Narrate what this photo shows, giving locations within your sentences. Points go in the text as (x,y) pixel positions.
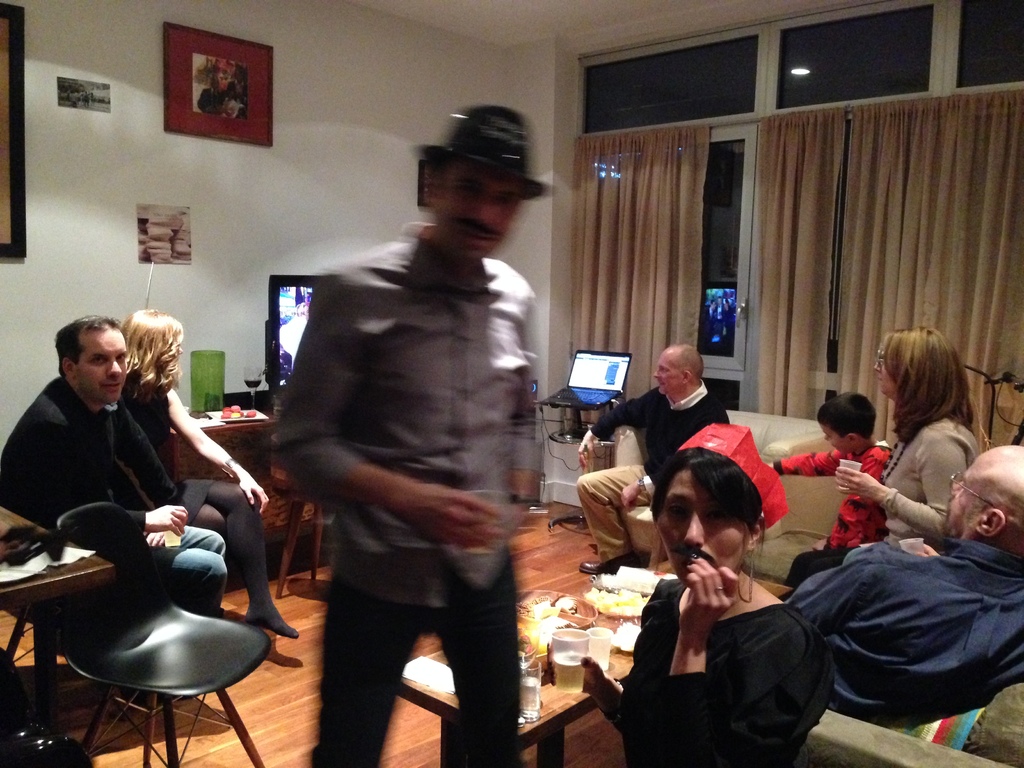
In this Image I see number of people (508,375) in which most of them are sitting on chairs (993,763) and this man (456,392) is standing, I can also see there is a table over here on which there are many things (559,643) on it. In the background (212,305) I see a television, a laptop (567,395), window (628,93), a curtain (622,180) on it and the wall (379,49) and few photos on it.
